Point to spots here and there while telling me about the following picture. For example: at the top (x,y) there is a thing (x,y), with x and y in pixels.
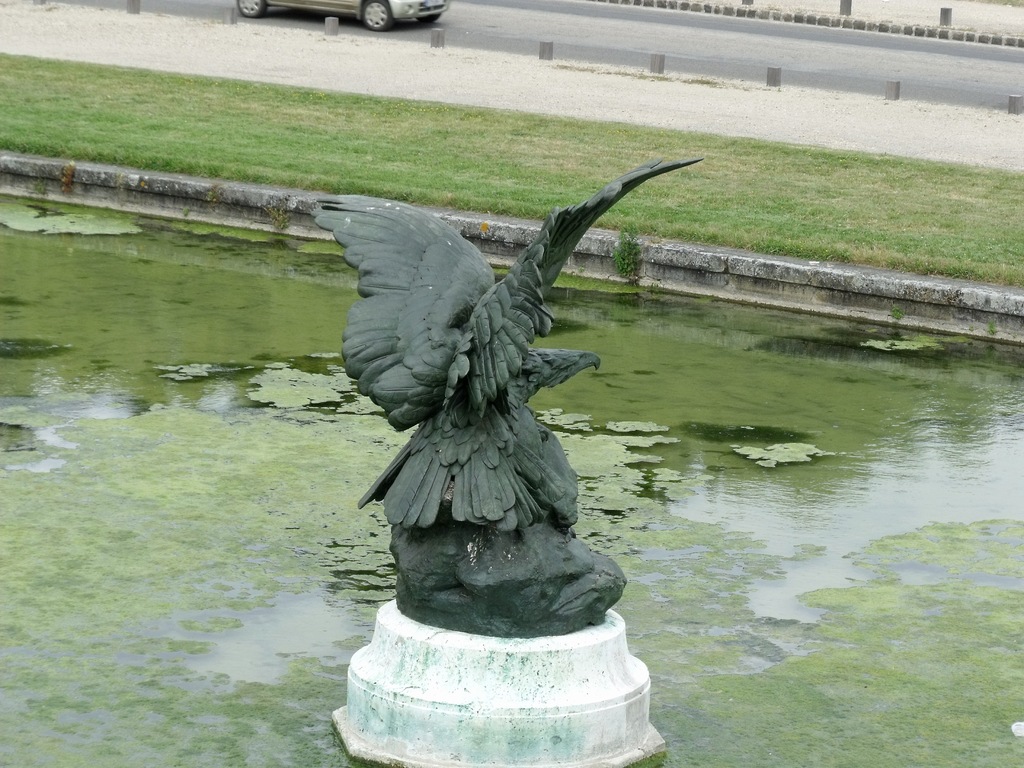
In this picture we can see the eagle statue (501,421) in the small water pool (259,323). Behind there is a green lawn (664,185). In the background (555,54) we can see car (362,15) moving on the road (724,31).
